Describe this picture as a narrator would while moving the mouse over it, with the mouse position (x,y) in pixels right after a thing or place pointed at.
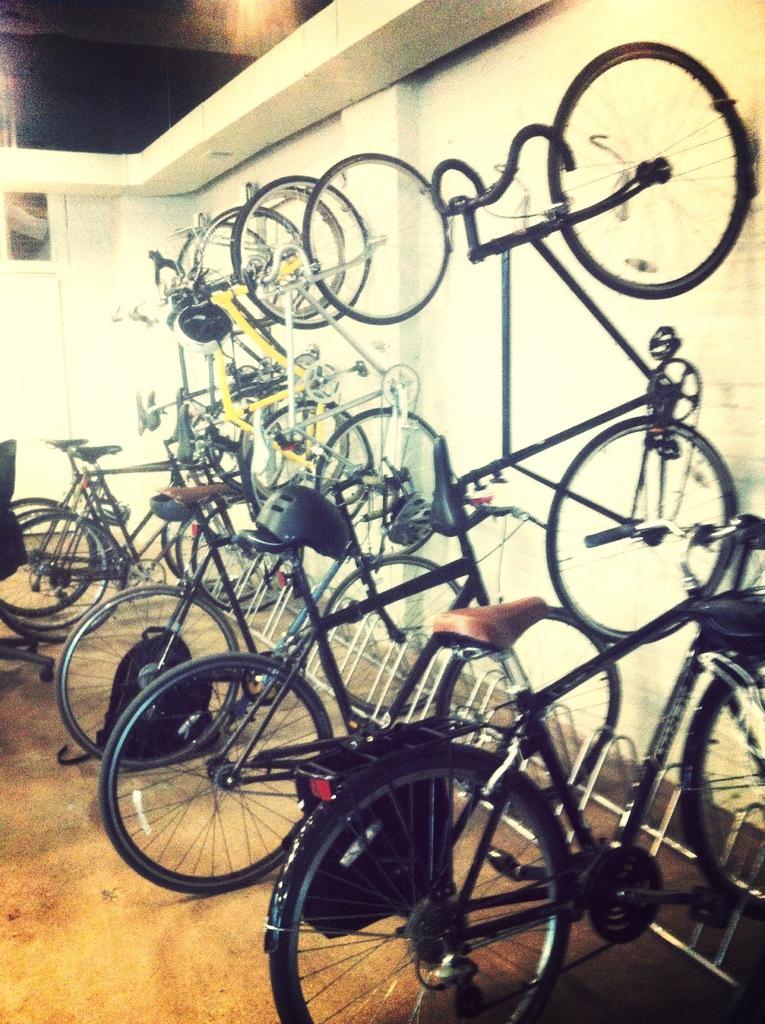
In the center of the image (496,619) there are bicycles (333,447). To the right side of the image (530,93) there is wall (600,586).
